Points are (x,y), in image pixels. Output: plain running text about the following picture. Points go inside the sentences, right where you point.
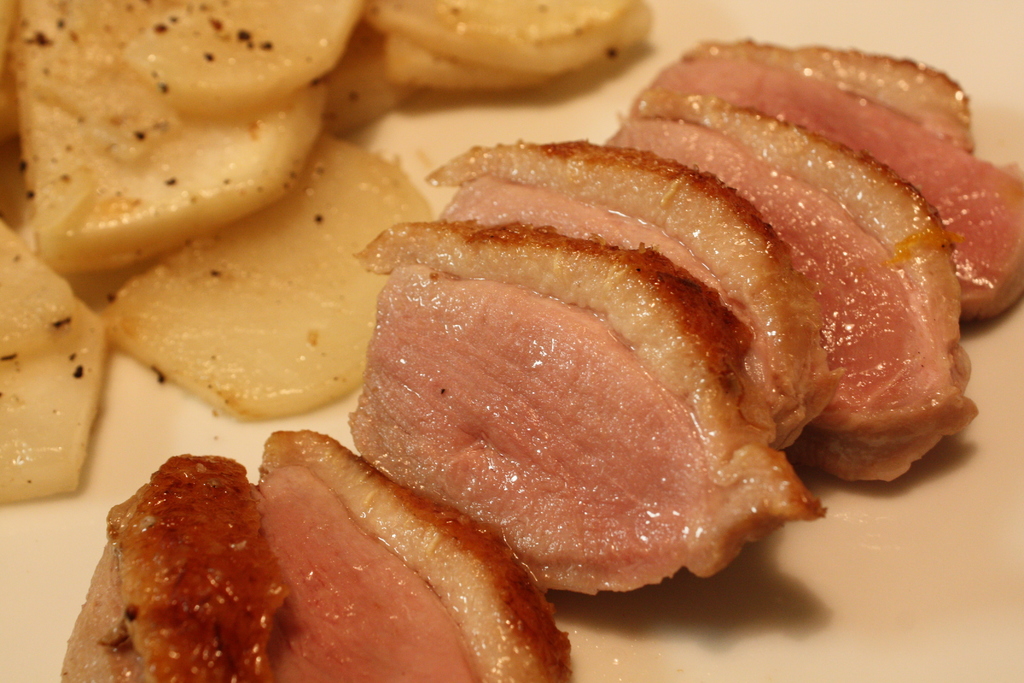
We can see food (659,512) on the surface (784,582).
